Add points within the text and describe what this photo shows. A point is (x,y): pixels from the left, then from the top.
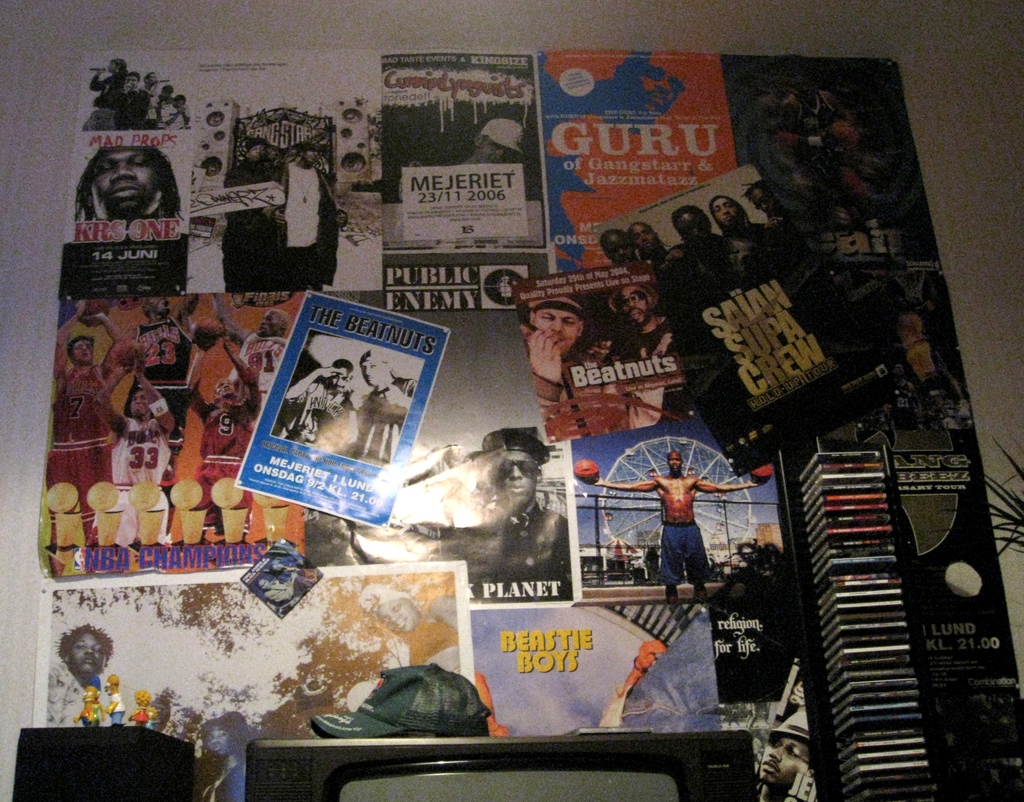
In the center of the image (400,398) we can see the posters (274,309) on the wall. At the bottom of the image (638,749) we can see a speaker (192,747), television (444,743), cap (421,725) and CD's (835,594), plant (1005,515).
